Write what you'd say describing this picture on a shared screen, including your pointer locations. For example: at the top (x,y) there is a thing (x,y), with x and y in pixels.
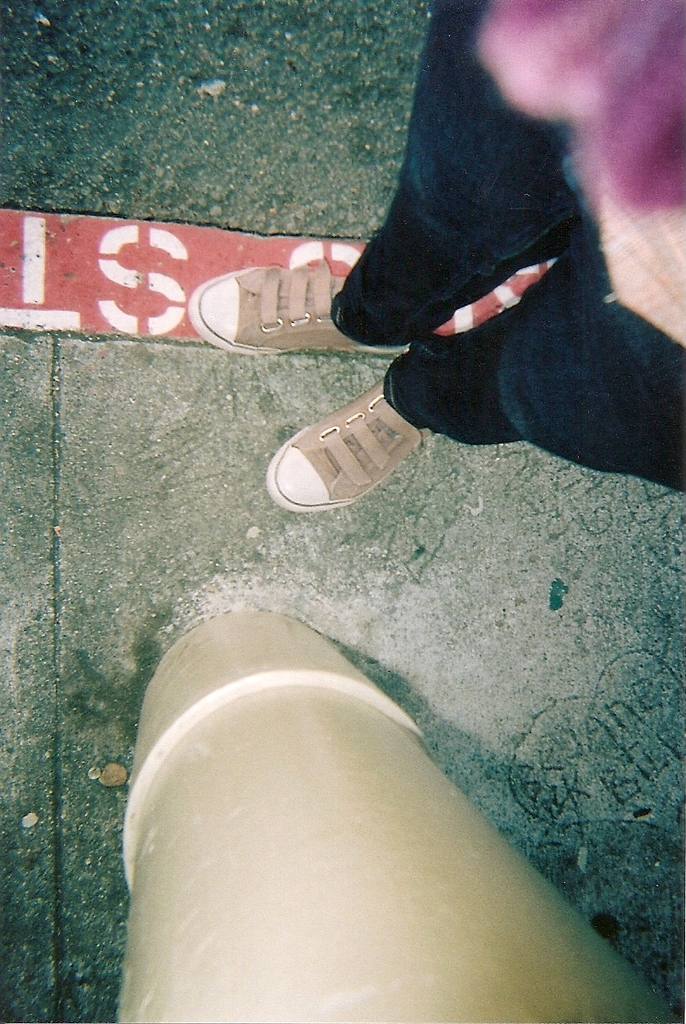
In this picture there is a woman (520,323) who is wearing trouser (651,343), top (672,95) and sneakers (294,448). She is standing near to the pole (371,847). Here we can see red color brick (68,264).
